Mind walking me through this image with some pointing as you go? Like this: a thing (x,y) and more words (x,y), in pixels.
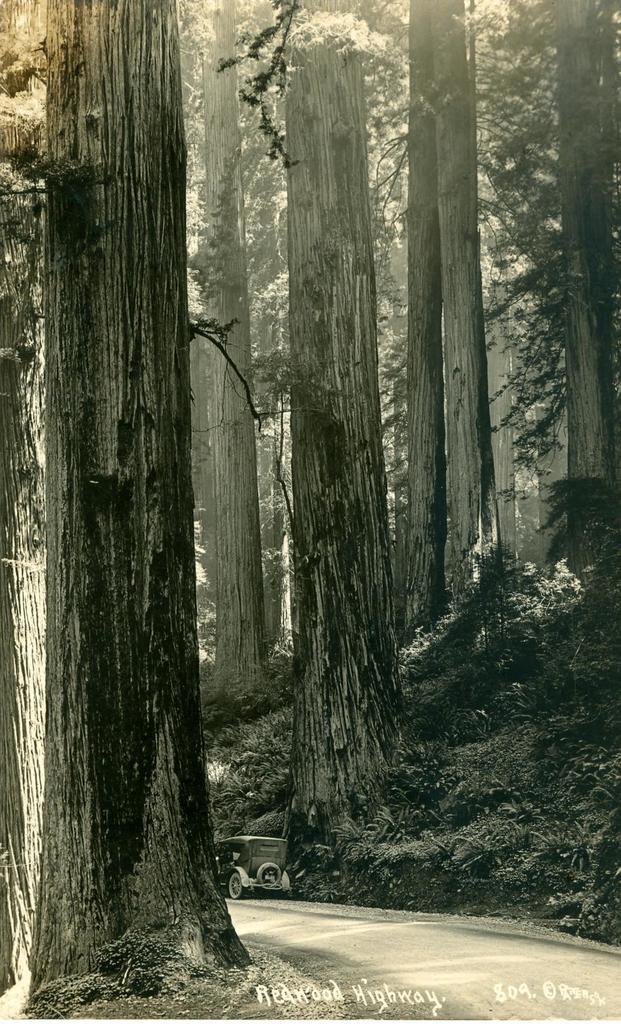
In this picture I can see trees (280,587) and a vehicle (267,863) on the road (287,921). I can also see a watermark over here.
